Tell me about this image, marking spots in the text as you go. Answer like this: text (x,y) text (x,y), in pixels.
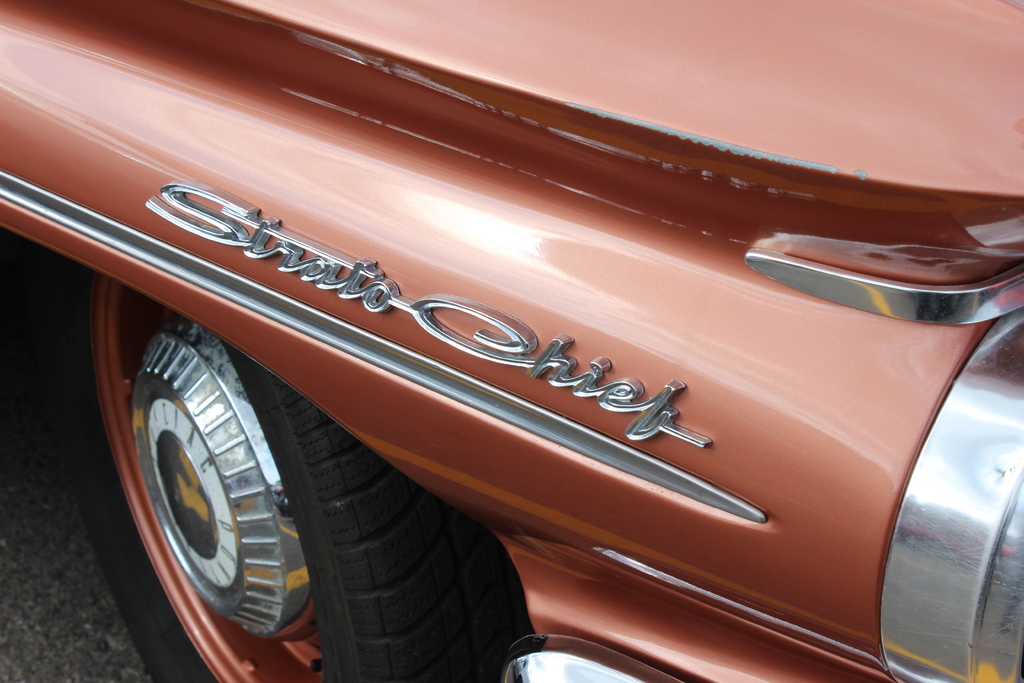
In the picture I can see a vehicle (572,289) on which there is something written on it.
